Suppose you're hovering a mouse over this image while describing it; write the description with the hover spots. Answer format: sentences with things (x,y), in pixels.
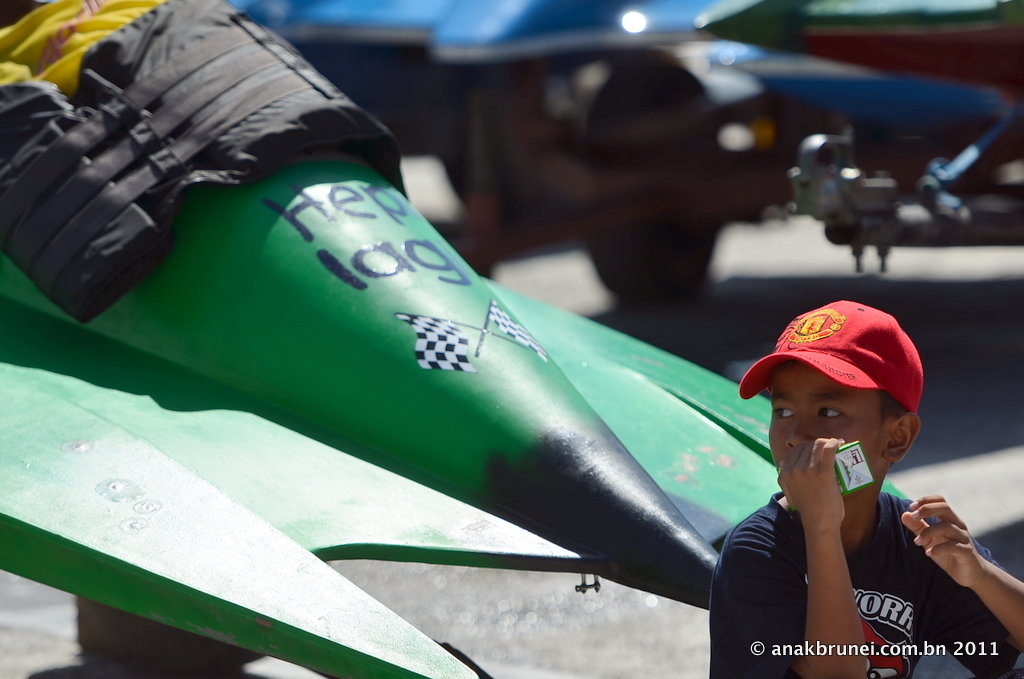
Bottom right side of the image (931,573) a boy (785,355) is standing and holding something. Behind him there is a vehicle (45,475).
